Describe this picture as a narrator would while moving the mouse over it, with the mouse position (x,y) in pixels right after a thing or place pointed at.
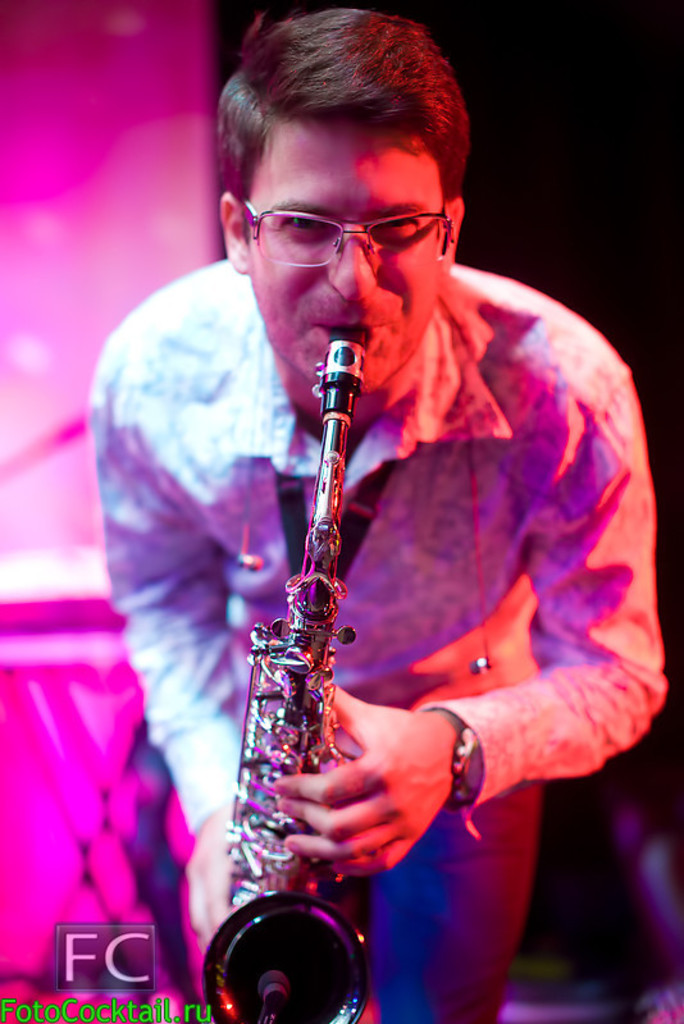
In this image, we can see a person (442,480) wearing clothes (427,582) and spectacles (317,240). This person (232,235) is playing a musical instrument (293,717). There is a text (67,1014) in the bottom left of the image (49,1015). In the background (111,242), image is blurred.
